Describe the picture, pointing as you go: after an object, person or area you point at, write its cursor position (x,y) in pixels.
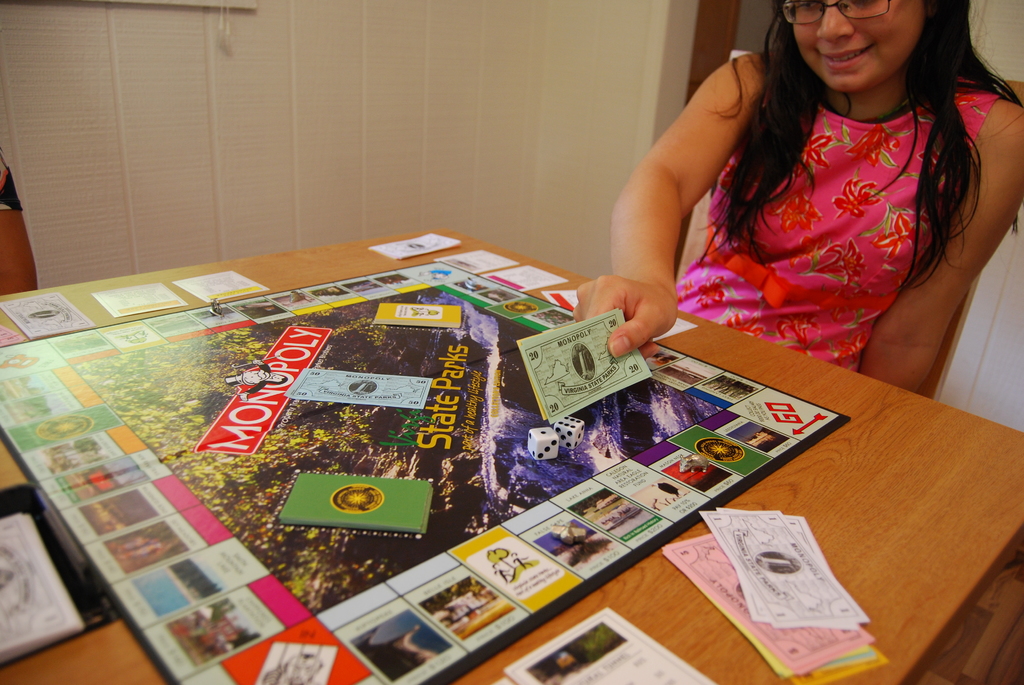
In this picture we can see a woman (801,155) wore spectacles (802,12), smiling, holding papers (569,345) with her hand (631,295) and in front of her we can see a game board (472,303), papers (529,277) on the table (898,487) and in the background (136,103) we can see the wall (297,128).
